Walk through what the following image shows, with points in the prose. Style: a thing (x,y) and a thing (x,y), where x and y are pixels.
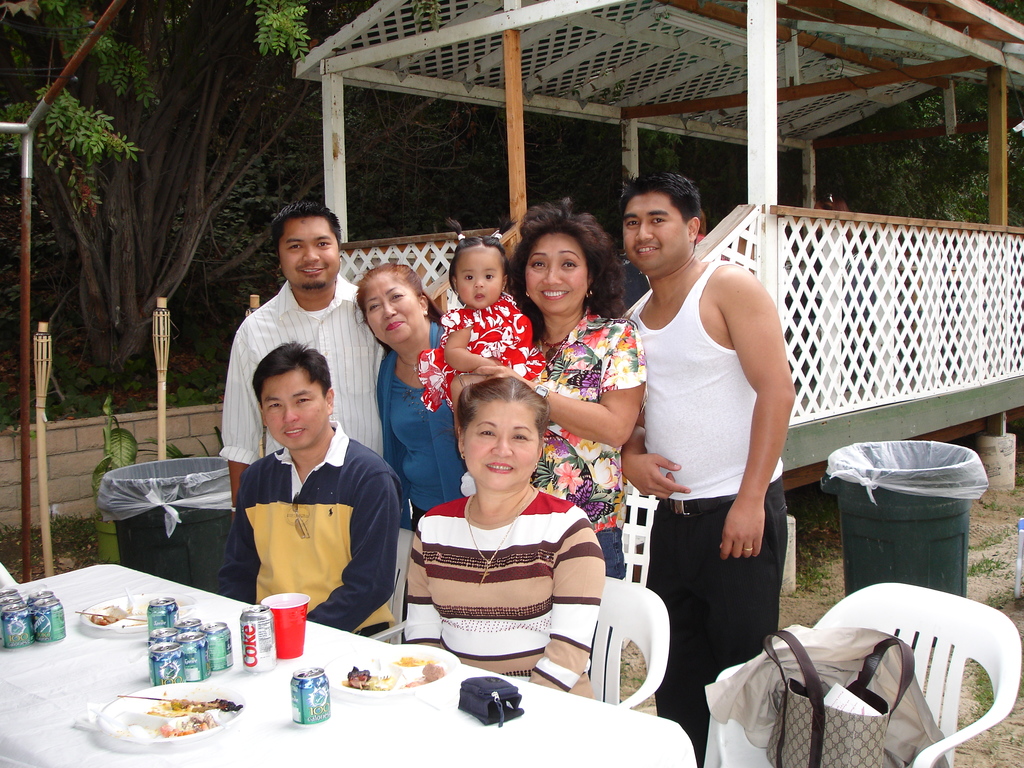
In the picture we can see a family picture, there are three men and three women (572,356) and a child (535,361), one man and woman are sitting on a chairs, near the table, on the table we can find coke tins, glass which is red in color and plate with food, and in the background (815,371) we can see a wooden shelter (682,95) with white railing (836,321) and near to it there are two dust bins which are green in color and some trees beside the shed (668,88) and we can also see some chair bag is kept on it.
